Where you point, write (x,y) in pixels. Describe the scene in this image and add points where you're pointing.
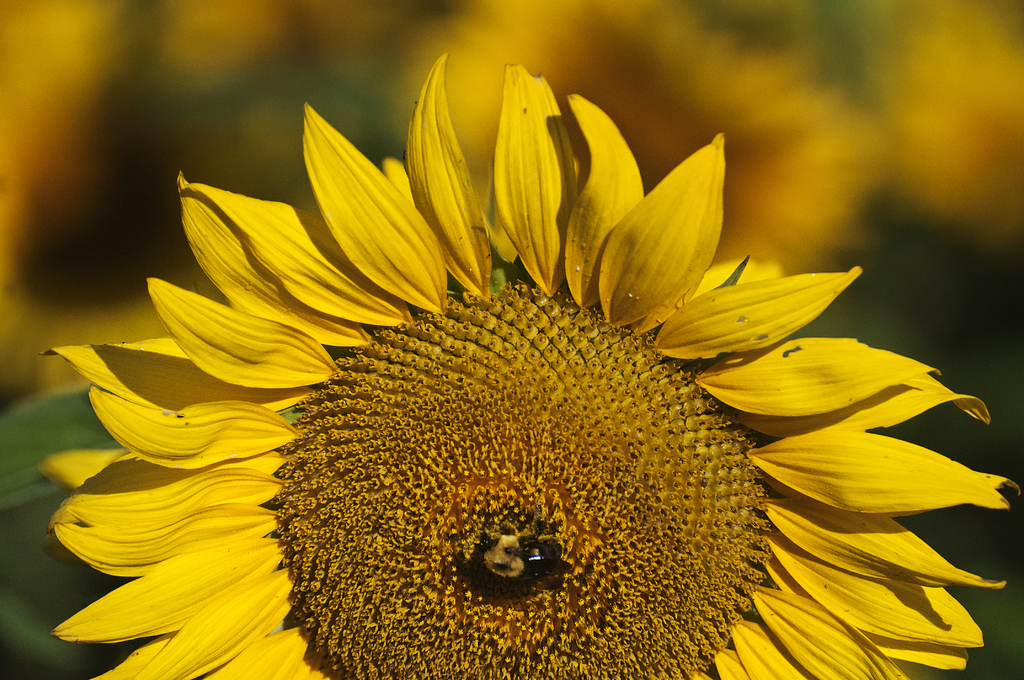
In this image I can see a sunflower (479,339) which is yellow in color. I can see the blurry background (107,23) which is yellow, black, green and brown in color.
